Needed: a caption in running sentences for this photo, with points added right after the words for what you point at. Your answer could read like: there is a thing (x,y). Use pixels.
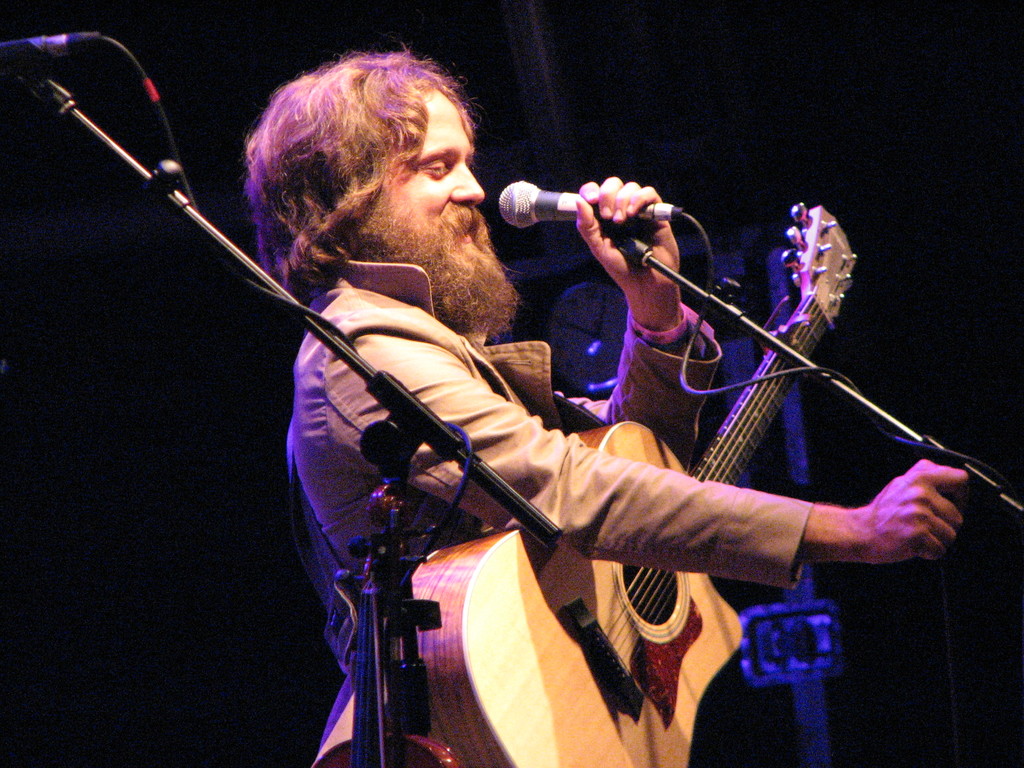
This picture shows a man (323,146) holding a guitar (797,272) and he holding a microphone (553,211) with his hand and speaking.
